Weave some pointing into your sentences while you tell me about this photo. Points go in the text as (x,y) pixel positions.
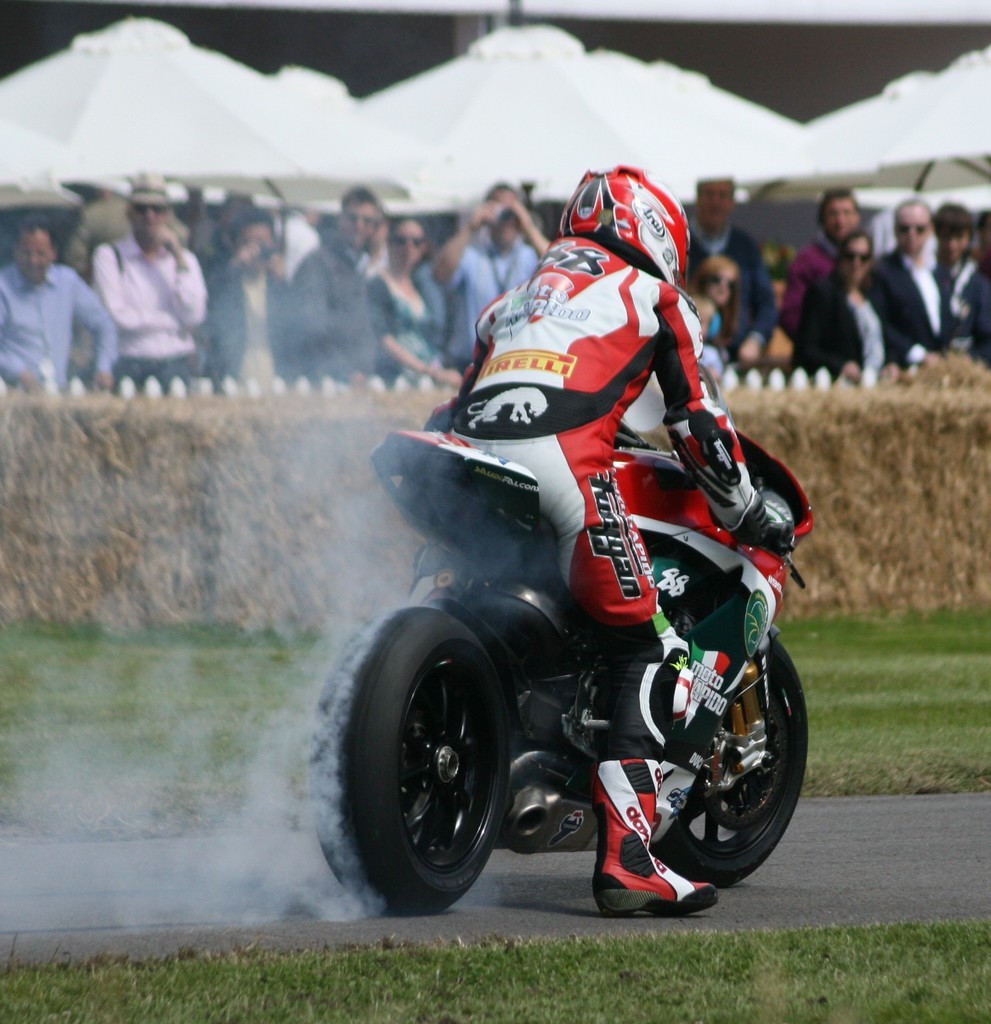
In this picture we can see a man (583,492) riding a motorbike (512,536) wearing a helmet (619,239). We can see smoke (313,742) is released from the bike (356,817). This is a grass (686,947). This is a road (854,842). Here we can see all the crowd (464,271) standing. These are white coloured umbrellas (509,147).
